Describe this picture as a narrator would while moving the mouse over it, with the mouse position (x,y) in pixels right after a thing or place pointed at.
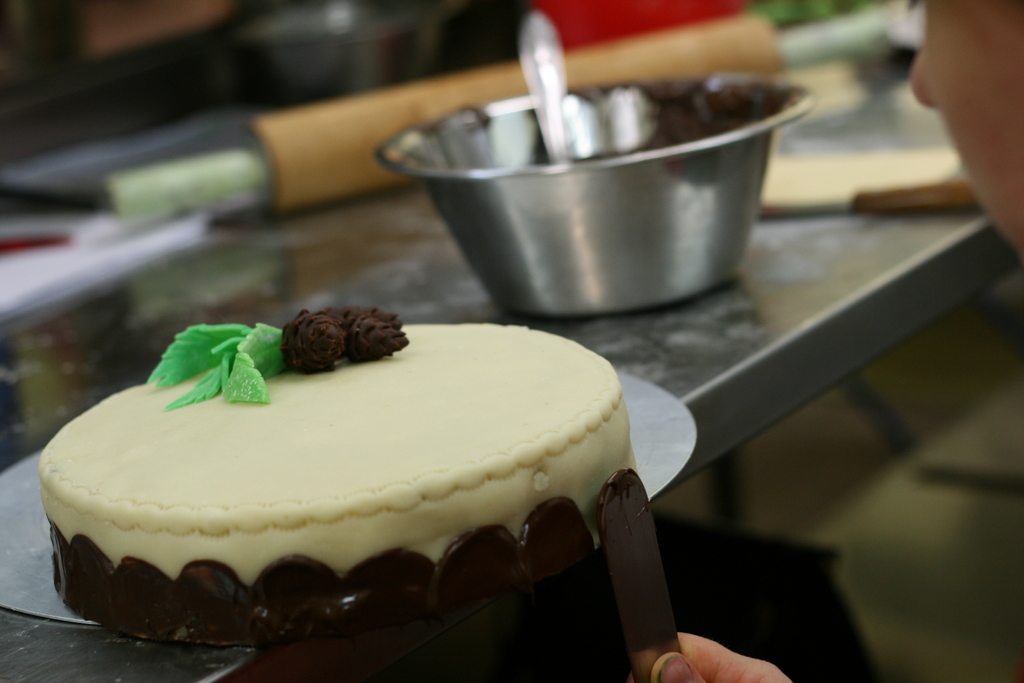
In the image on the surface (921,306) there is a round shape plate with a cake (163,483) on it. There we can see a person hand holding the spatula (619,563). Beside the cake (271,371) there is a bowl (728,155) with a spoon (529,65) in it. And in the background (916,116) there are items (658,34) and the image is blur in the background (667,46).
